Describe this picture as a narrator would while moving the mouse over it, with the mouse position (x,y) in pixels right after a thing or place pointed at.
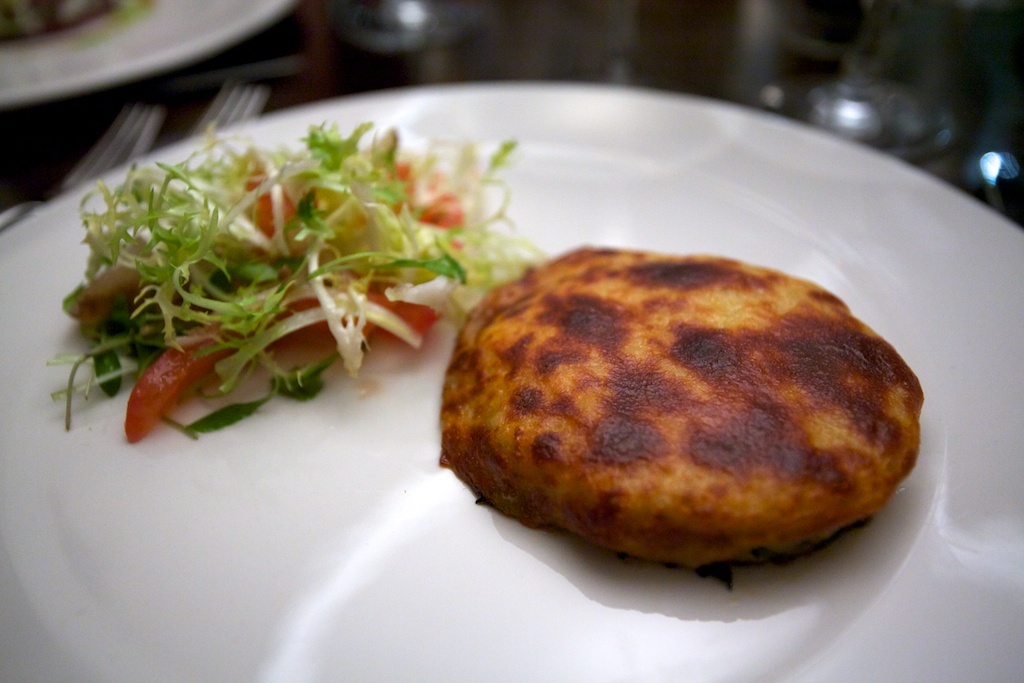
In this image there are some food items (319,346) served on the plates (30,398), the plates (81,374) and forks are on the table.
